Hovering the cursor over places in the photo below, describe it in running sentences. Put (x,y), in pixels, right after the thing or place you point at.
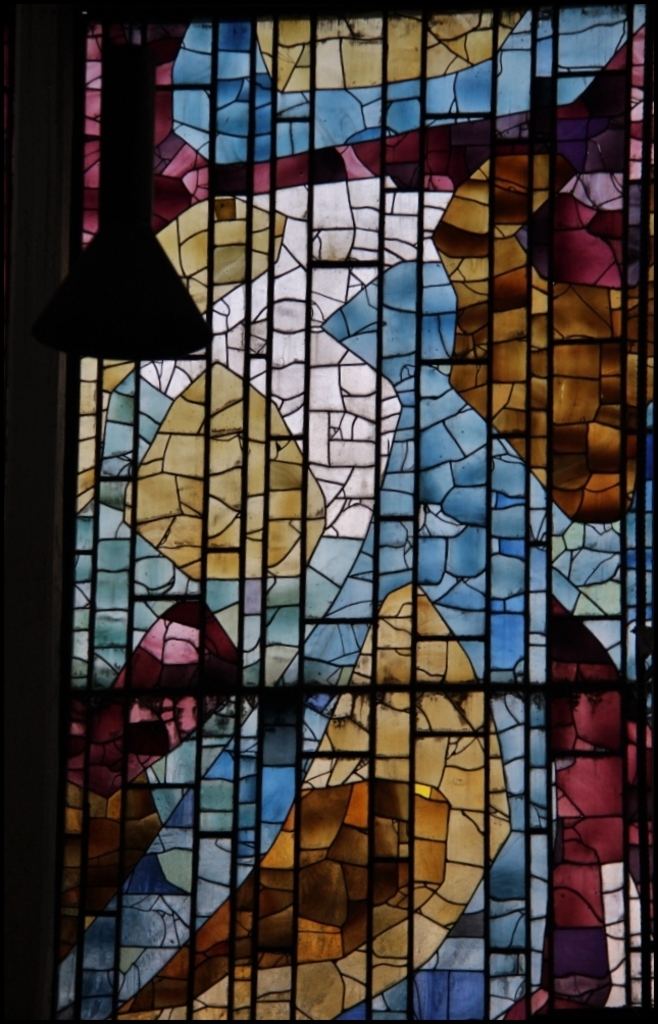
In this image it looks like a stained glass (347,946) in the background (507,788). And there is an object (148,78) on the left corner (118,296).
